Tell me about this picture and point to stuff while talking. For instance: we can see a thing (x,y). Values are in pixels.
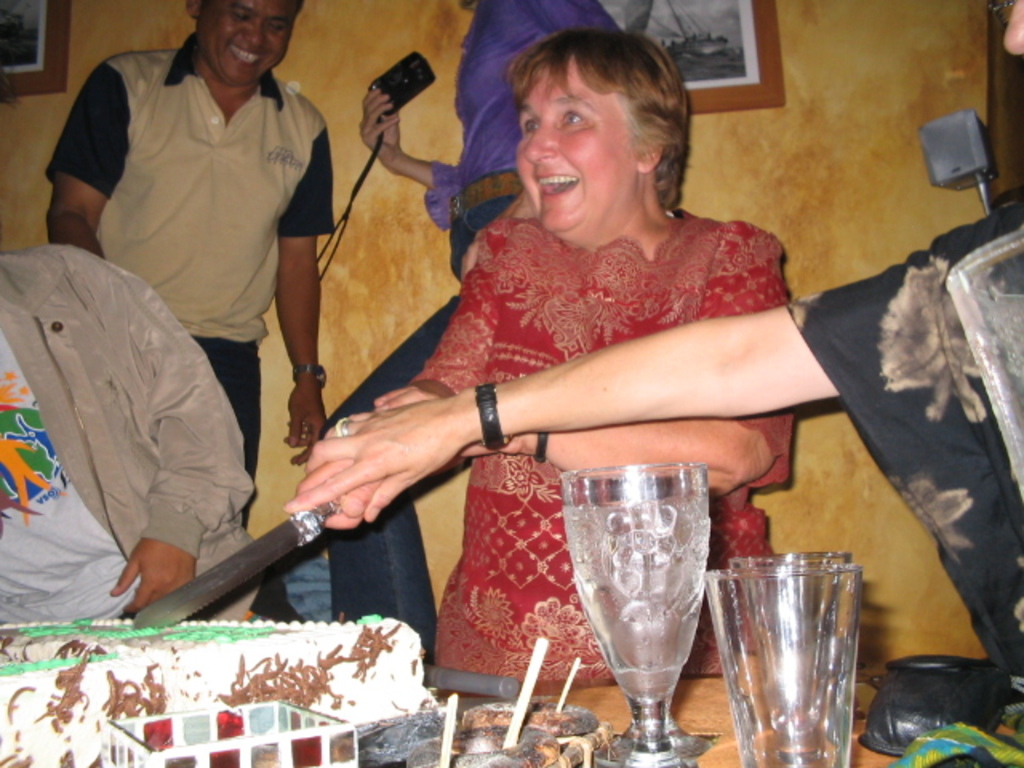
In this picture we can see some people (121,253) and a person (493,20) holding a camera (404,75) and two people (625,283) are holding a knife (319,513) with their hands (359,480) and in front of them we can see glasses (818,726), cake (224,664), some objects (490,744) and in the background (718,57) we can see frames (702,68) on the wall (432,107).
